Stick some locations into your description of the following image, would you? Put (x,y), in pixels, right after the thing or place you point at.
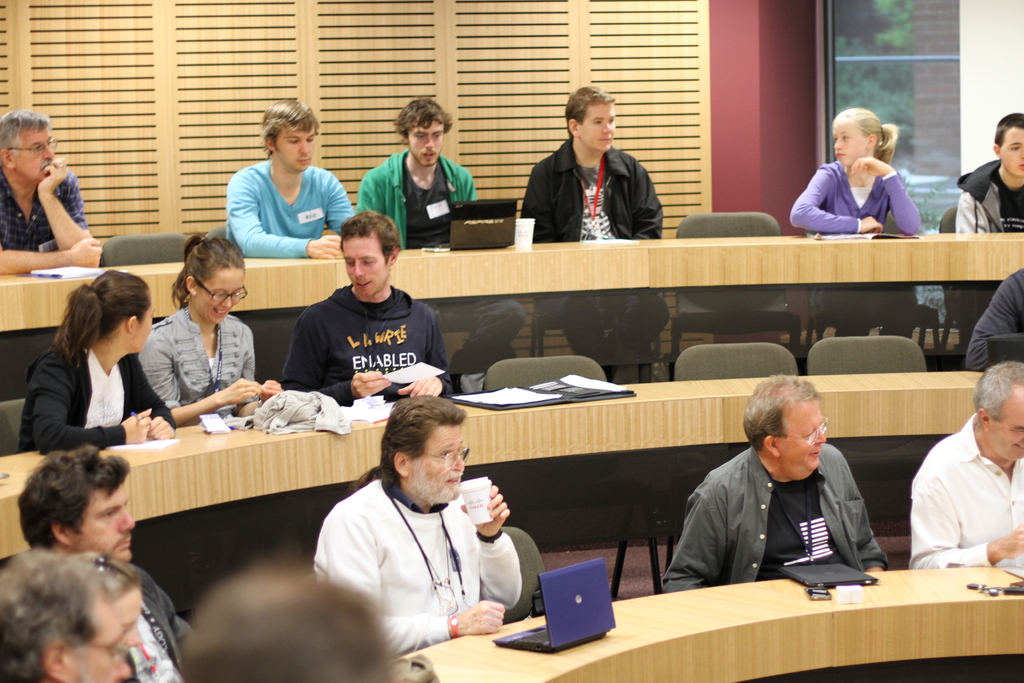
In this image it seems like a class room (154,487) in which there are different types of students (403,179) sitting in the chair (731,229). There is a desk (514,270) in front of them. On the desk (888,585) there is laptop (577,628), file (479,398), clothes (286,409), book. At the background (927,36) there is a wall (121,76) in the middle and window (893,29) to the right side (907,38).
